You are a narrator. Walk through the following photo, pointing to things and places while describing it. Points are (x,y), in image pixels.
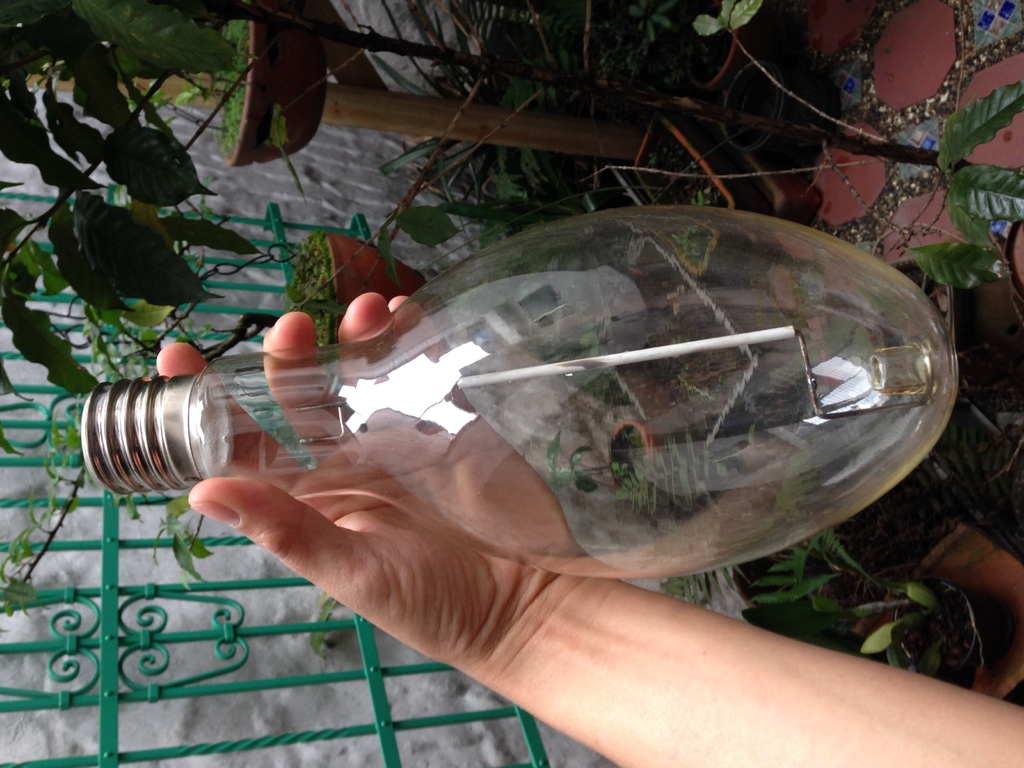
In this picture we can see a person (682,659) is holding a bulb (587,412), in the background (96,274) we can see few metal rods (217,623), flower pots (350,254) and plants (178,101).
